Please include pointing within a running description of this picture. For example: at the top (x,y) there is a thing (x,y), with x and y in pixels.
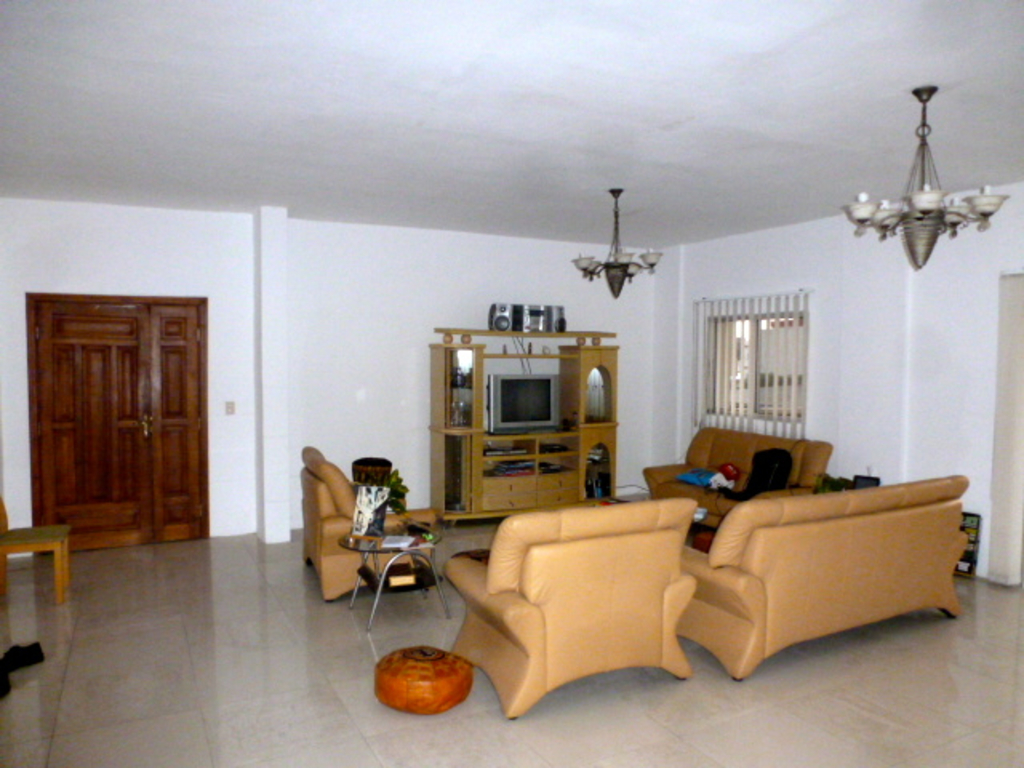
This is a picture of a room (461,65). In the center of the image (387,477) there are couches (533,647), table (417,539), flower pot (401,483), chandelier (617,249). On the top right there is a window (745,400). In background (585,349) there is cabinet (579,380), television (544,380) and speakers (520,324). And on the left (159,382) there is a door (113,431) and a chair (38,540). On the right (874,221) there is another chandelier (894,226).
